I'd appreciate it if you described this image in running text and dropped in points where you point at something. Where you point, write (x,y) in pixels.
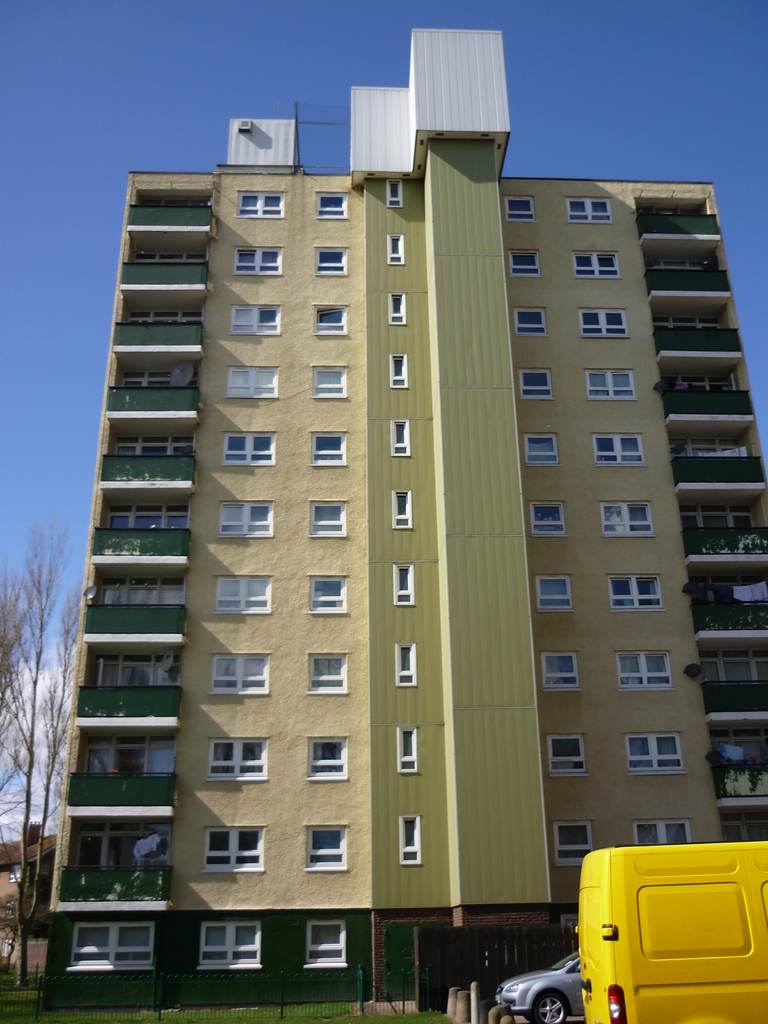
Here we can see a building (436,454). There are vehicles (576,962), fence (534,959), grass (443,1018), and trees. In the background (524,101) there is sky (728,118).
